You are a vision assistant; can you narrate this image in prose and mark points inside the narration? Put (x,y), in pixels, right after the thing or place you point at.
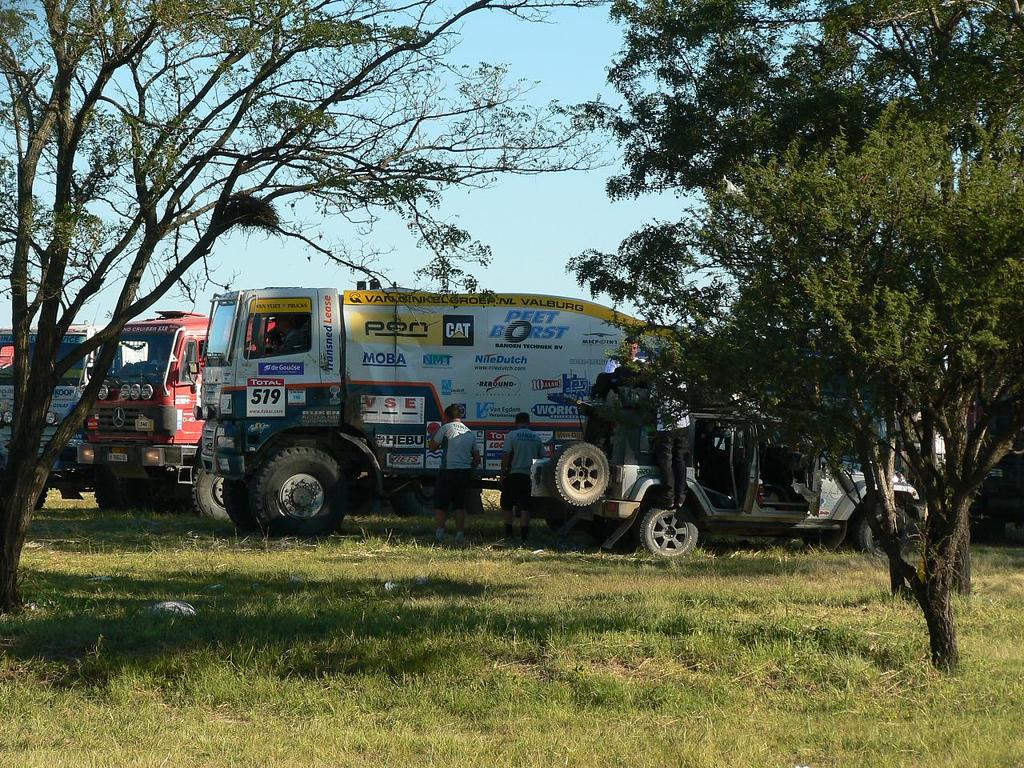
In this image we can see a few vehicles (332,495) in the ground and a few people (524,487) standing near the vehicle (627,500), in front of the vehicle (623,504) there are few trees (762,334) and sky (497,196) in the background (346,253).
